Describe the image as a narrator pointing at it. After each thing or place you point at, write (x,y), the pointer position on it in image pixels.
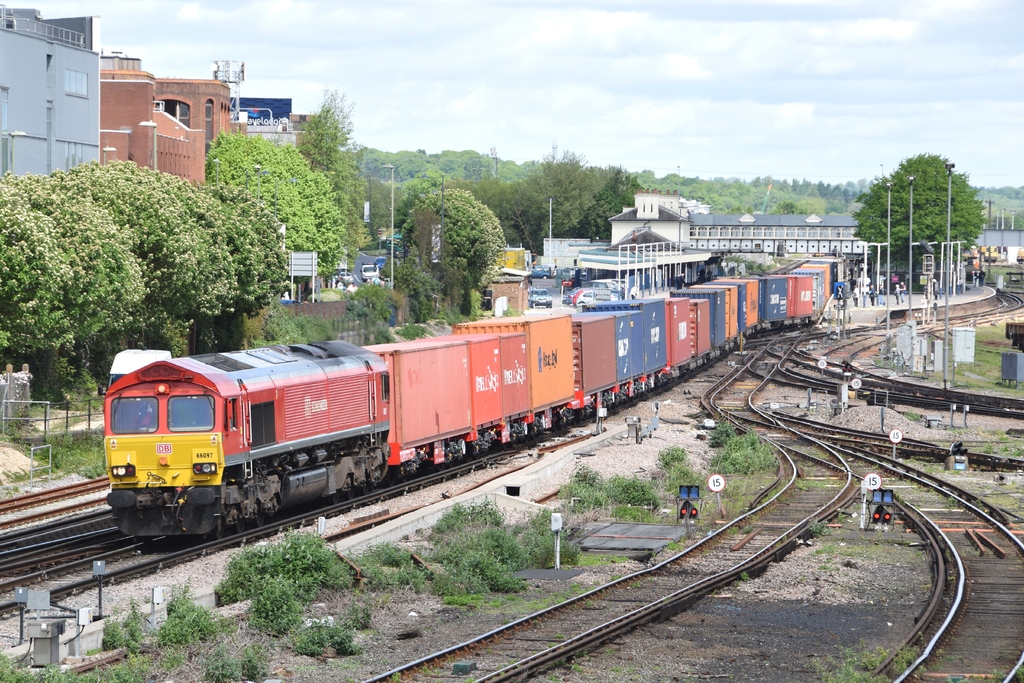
In the picture I can see a train (509,421) on a railway track (513,443). In the background (682,240) I can see trees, the sky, plants (646,510), poles (656,247) and some other objects (665,237).
